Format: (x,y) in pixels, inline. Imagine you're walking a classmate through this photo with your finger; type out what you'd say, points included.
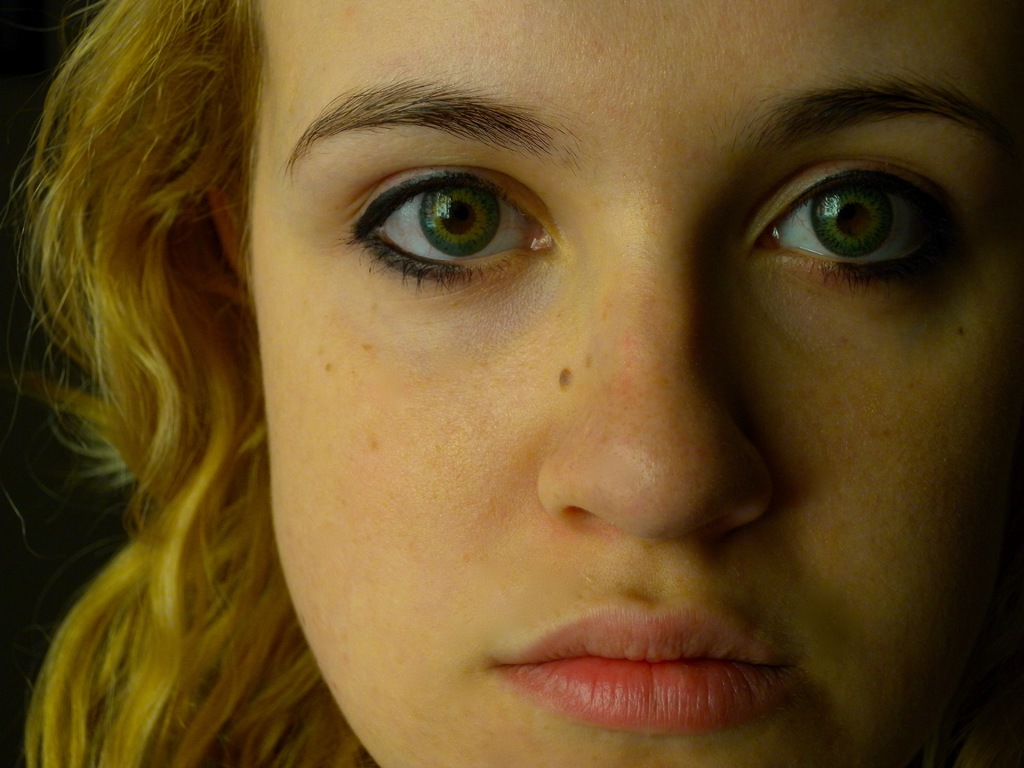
In the center of the image (546,281) there is a lady (829,325).
